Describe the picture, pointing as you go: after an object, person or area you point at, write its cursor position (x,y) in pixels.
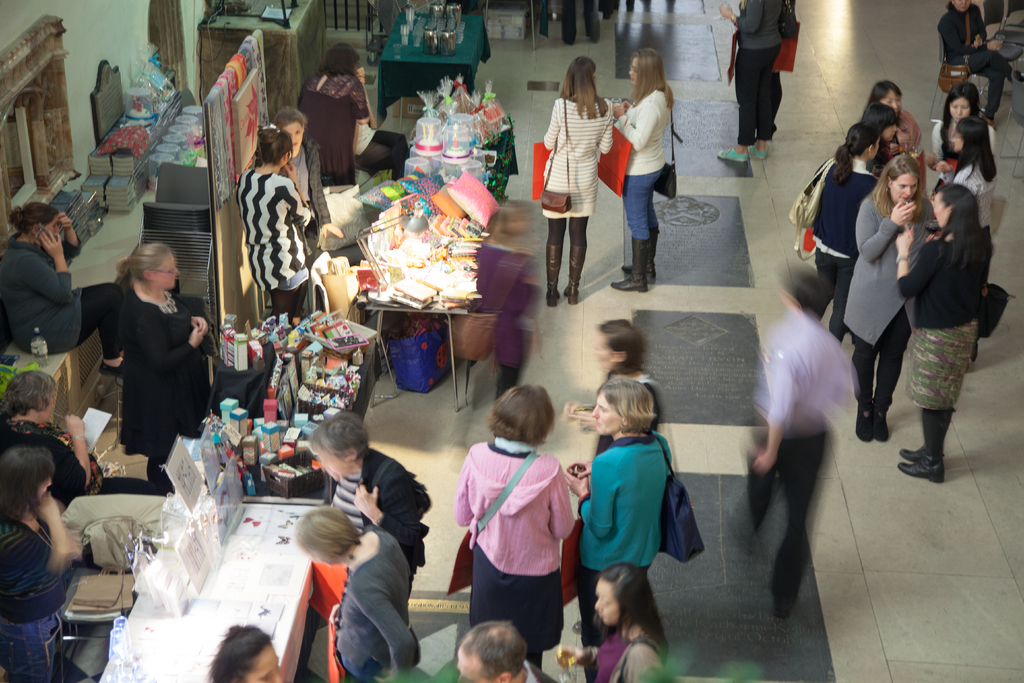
In this picture I can see a number of people (615,383) standing on the surface (648,323). I can see stalls (369,405). I can see tables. I can see the chairs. I can see objects (181,586) on the tables (265,441).
